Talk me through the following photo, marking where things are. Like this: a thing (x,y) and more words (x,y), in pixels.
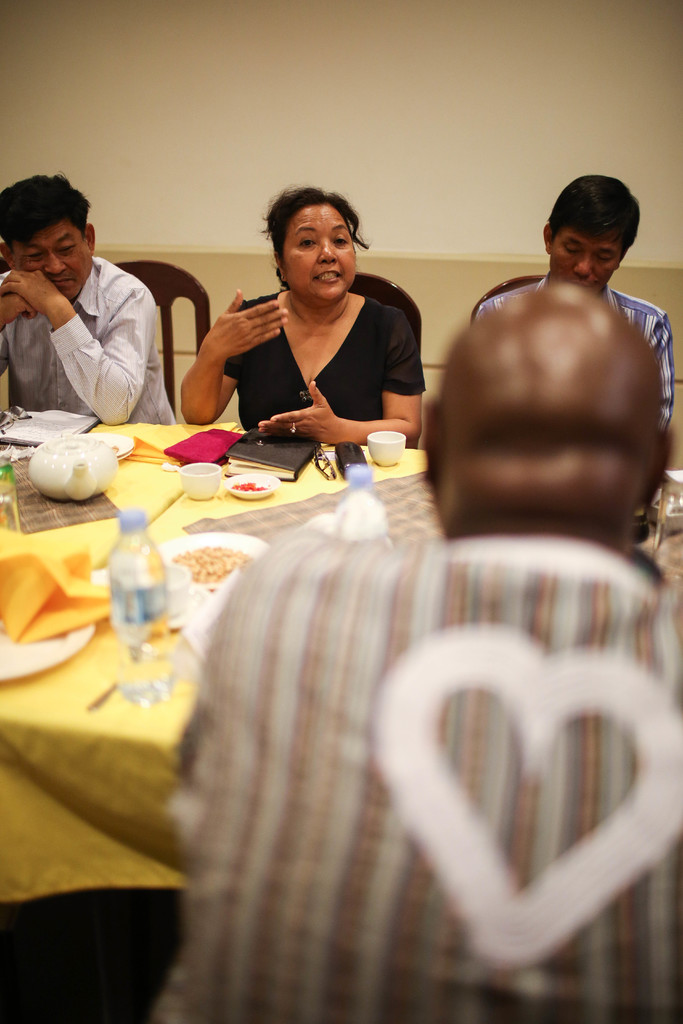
There are a four people (218,850) who are sitting on a chair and the person (412,435) in the middle (333,364) is talking to this person (446,424). This is a table (166,511) where a plastic bottle (128,643), a book (261,456), a cup (384,458) and a tea jar (93,478) are kept on it.
